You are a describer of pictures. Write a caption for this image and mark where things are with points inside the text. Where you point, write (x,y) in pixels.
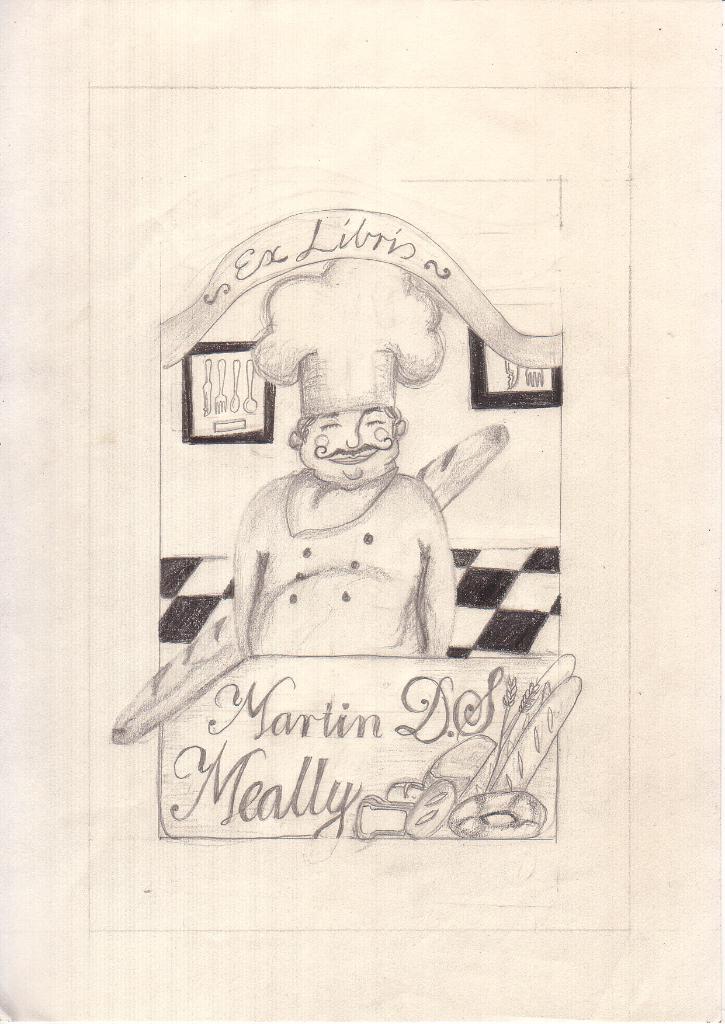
In this image I see the drawing (395,445) of a person (355,498) and I see something is written and I see that this drawing (391,322) is on the white paper (509,143).
